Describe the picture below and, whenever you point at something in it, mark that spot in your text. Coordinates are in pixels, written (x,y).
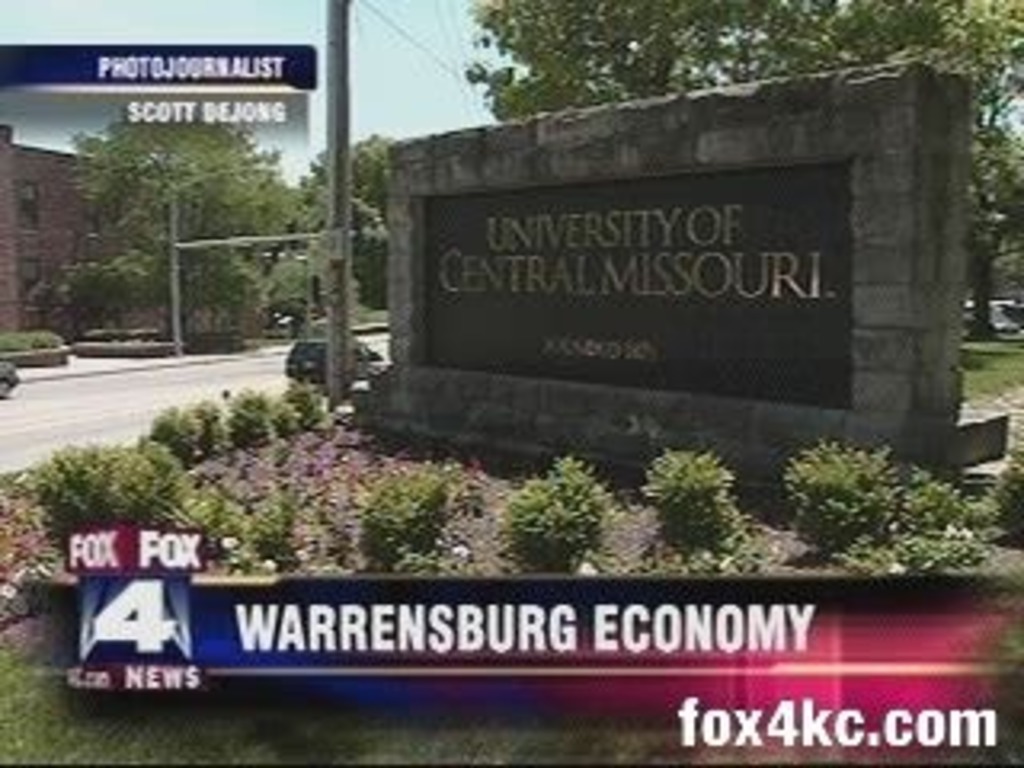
In the center of the image (563,273) there is a name stone (567,241). At the bottom (955,529) we can see plants (311,482) and grass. On the left side of the image (315,365) there is a pole (328,369), vehicles (310,378), road (100,381) and building (32,243). In the background (883,47) there is a sky (366,53) and tree (470,78).
